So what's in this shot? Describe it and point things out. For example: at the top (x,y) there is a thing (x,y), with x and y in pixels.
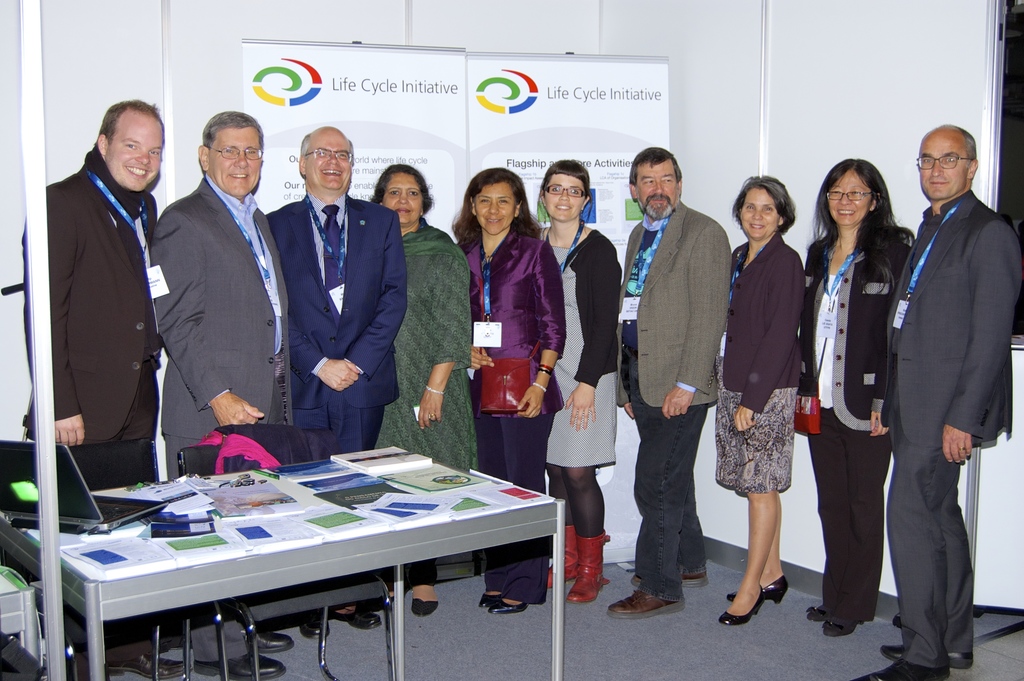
There are many people (117,292) in the image. They all are dressed up neatly and all are smiling. All of them wore tags (266,260) and identity cards (277,300). There is a table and chairs (122,471) in front of them. On the table (110,490) there is a laptop (112,513), papers (219,498) and brochures (325,496). In the background (578,72) there is banner (591,67) with a text Life Cycle Initiative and a logo (288,87) beside it.
